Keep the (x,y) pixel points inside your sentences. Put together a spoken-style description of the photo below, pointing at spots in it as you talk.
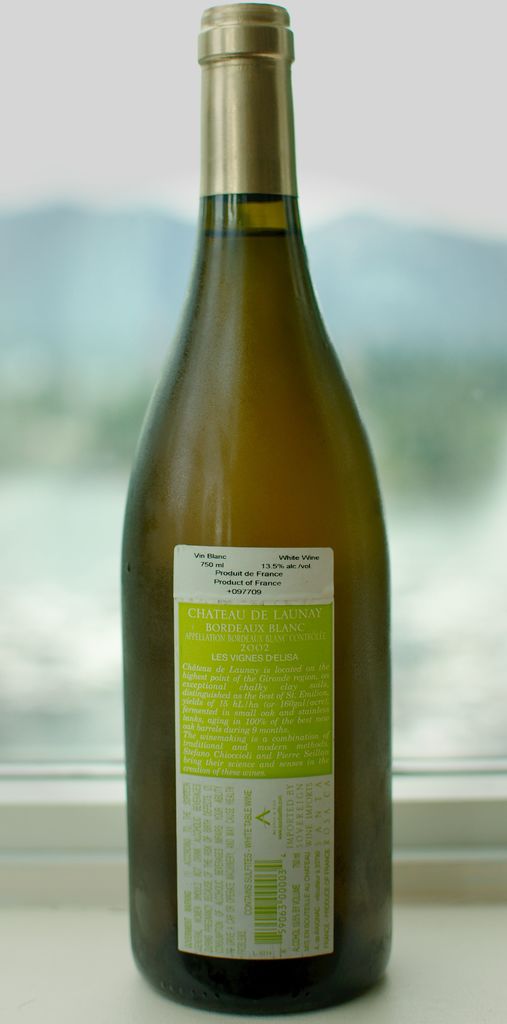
in this image I see a bottle (263,381) which is of brown in color and there is a sticker (194,589) on it, on which there are many words (201,816).
